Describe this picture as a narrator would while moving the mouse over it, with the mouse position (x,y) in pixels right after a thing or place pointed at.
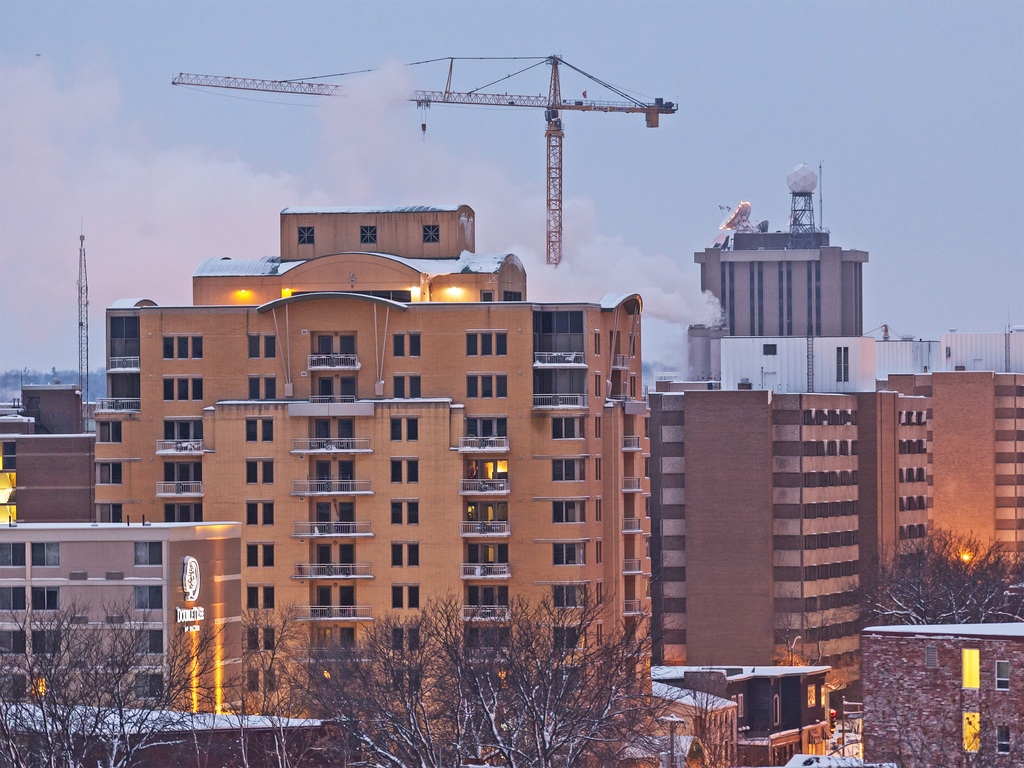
In this picture we can see many tall buildings (555,398), houses (810,698) and trees (387,667) in the front (352,646). In the background (366,155), we can see the sky (314,145) is blue and there is a crane (556,82).
